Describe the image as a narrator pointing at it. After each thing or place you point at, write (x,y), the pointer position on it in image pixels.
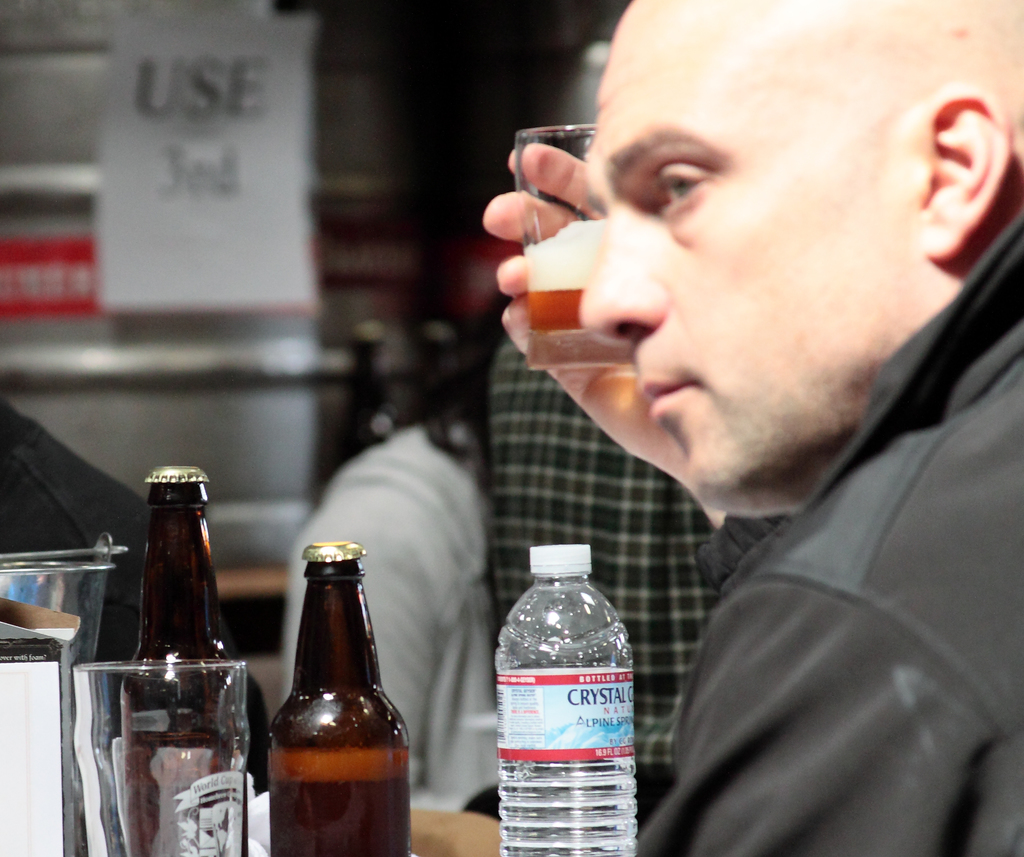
On the right side of the picture (770,222) there is a man (705,318) holding a glass (565,319) in his hand (631,426). On the foreground of the picture (556,611) there are bottles (338,684), glass (193,718) and a bucket (38,591). In the background (373,318) there is a wall (313,408).
